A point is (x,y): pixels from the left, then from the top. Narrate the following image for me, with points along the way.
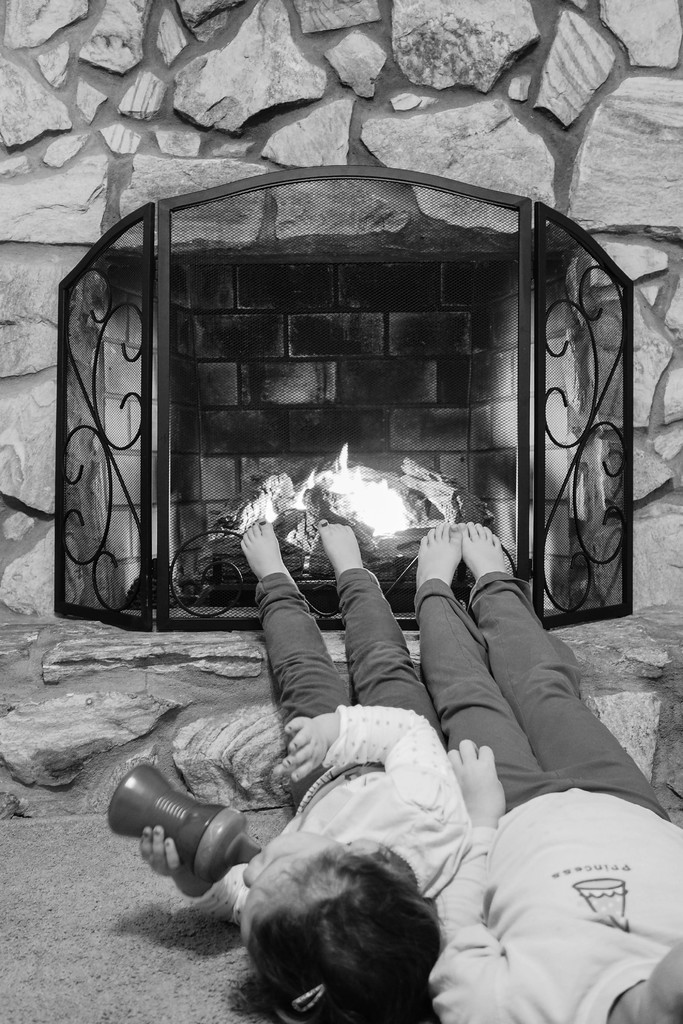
In this image there are two persons (256,593) lying on the floor (208,993), and in the background (391,570) there is a fire place (249,398), wall (41,80).
